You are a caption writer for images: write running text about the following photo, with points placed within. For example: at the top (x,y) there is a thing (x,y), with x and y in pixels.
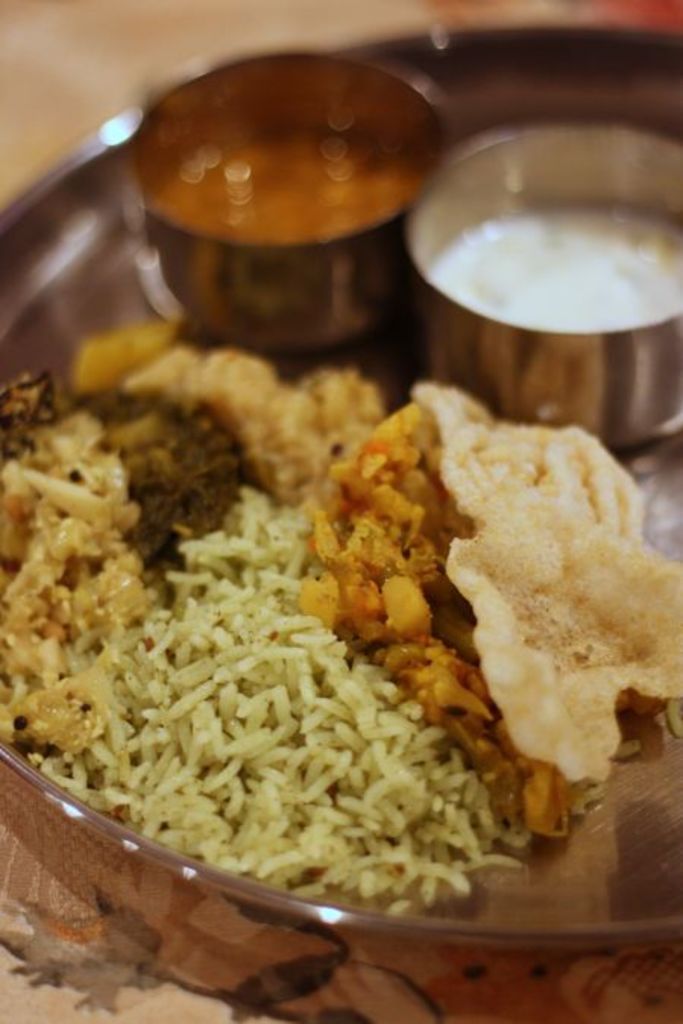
In this image I see a silver color plate (86,293) on which there is rice (313,695) and different food items (381,569) and I see 2 bowls (422,201) over here in which there is red and white color food (302,195) and I see that it is blurred in the background (278,24).
